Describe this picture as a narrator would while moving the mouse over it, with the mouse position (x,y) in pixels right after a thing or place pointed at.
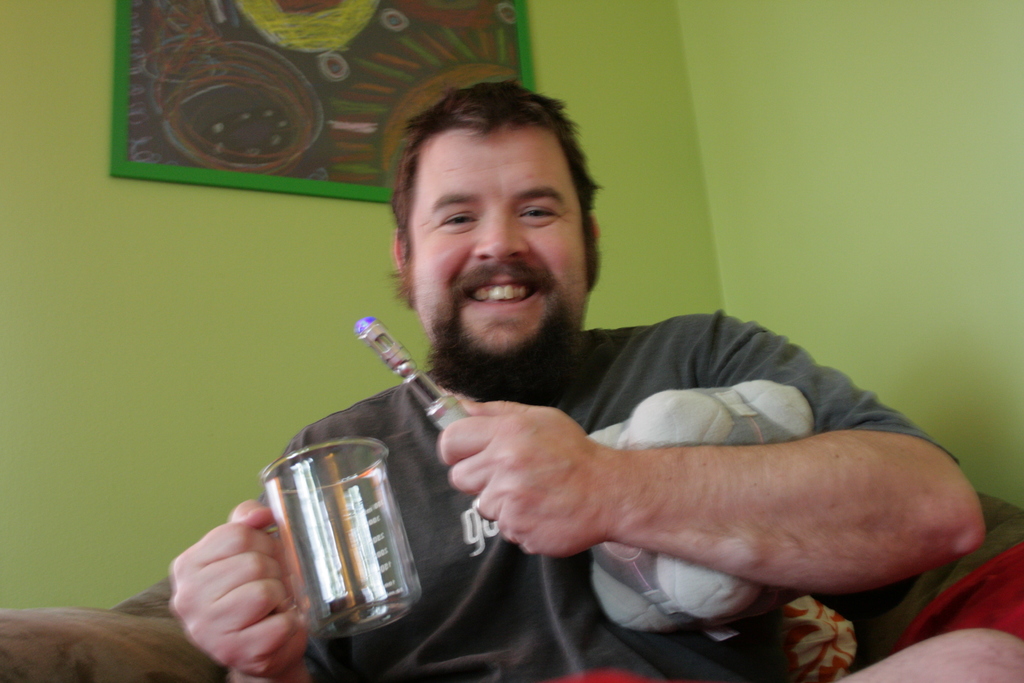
This image consists of a man (229,539) holding a mug (388,489). He is sitting in a sofa (967,560). In the background (945,60), we can see a wall (605,236) in green color on which there is a frame (299,1).
